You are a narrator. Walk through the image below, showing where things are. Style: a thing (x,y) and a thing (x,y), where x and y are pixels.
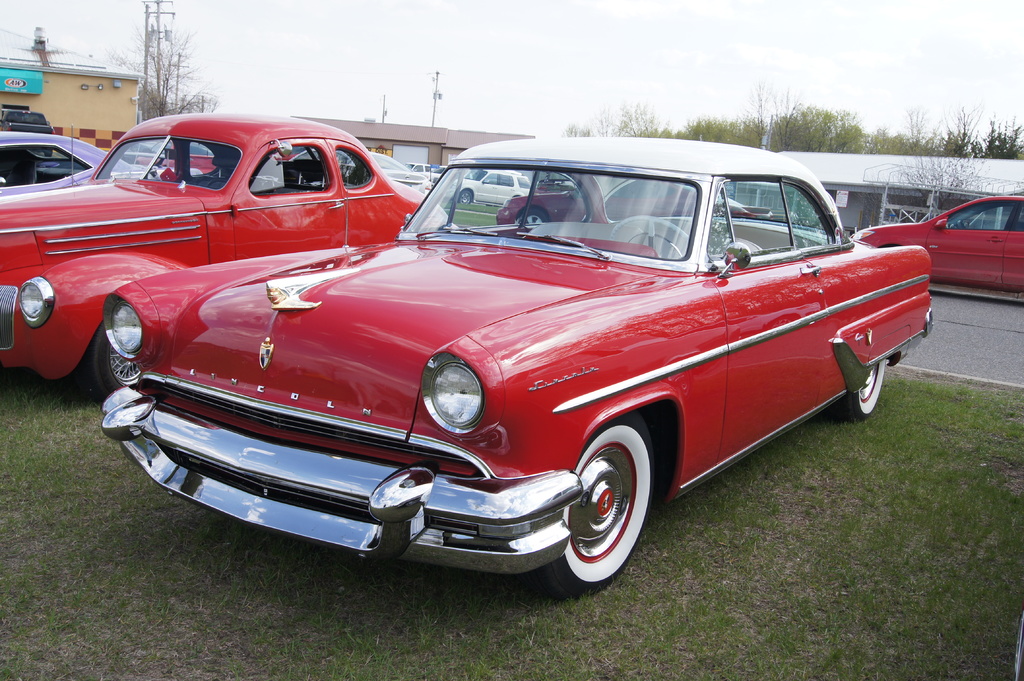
In the picture we can see some vintage cars (715,352) are parked on the grass surface (865,484), cars (325,167) are red in color and behind the cars (104,364) we can see a road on it, we can see a car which is red in color and in the background (381,114) we can see some dried trees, poles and houses (52,61) and behind it we can see the sky (758,9).
